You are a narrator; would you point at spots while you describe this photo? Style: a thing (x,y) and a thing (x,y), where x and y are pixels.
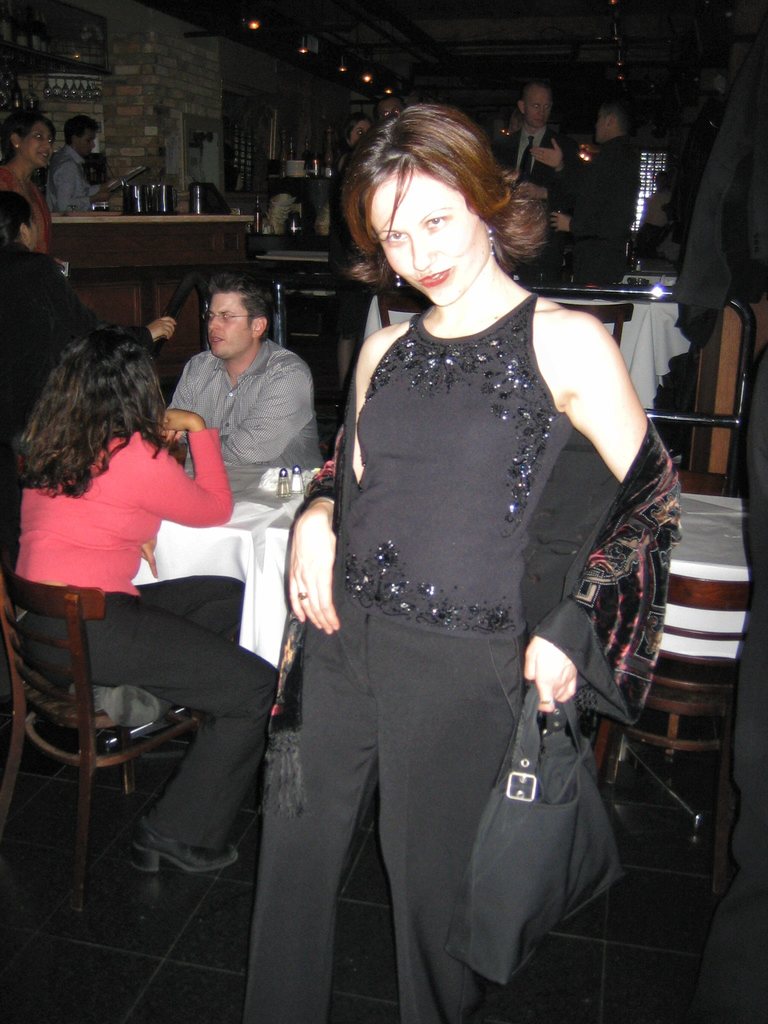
A lady (429,541) wearing a black top (426,612) and trousers (418,657) is holding a bag (544,749) and standing. Behind her two persons (158,430) are sitting on chairs (48,591). There are tables (694,521). In the background (624,160) there are some persons (33,133) standing. There are tables (732,538), bottles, lights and wall (187,74) in the background (227,105).
